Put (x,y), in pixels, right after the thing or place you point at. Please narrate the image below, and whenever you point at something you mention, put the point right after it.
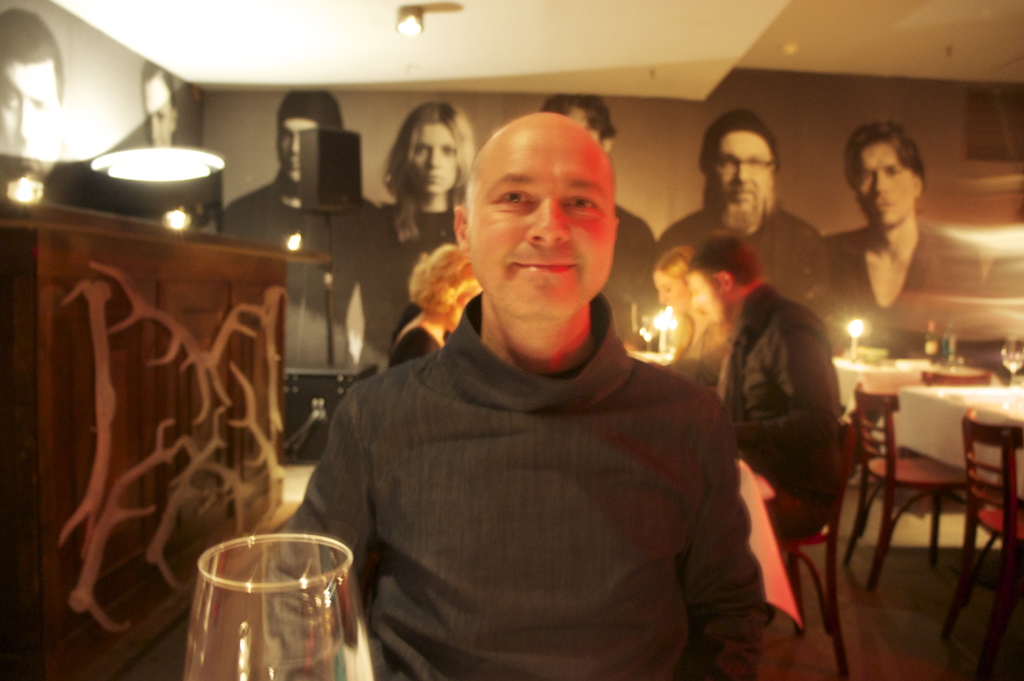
In this image we can see a person (577,381). Behind the person (580,380) there are few persons (444,245) and a wall (640,305). On the wall (336,236) we can see persons images (718,186). At the top (626,58) we can see the roof (430,25) and light (422,19). On the left side (76,256), we can see a table (152,376), wall (129,201) and light (140,177). On the right side (995,417), we can see chairs (977,512), tables (900,360) and few objects (937,352) on the table (914,438). At the bottom (300,653) we can see a glass (284,645).
